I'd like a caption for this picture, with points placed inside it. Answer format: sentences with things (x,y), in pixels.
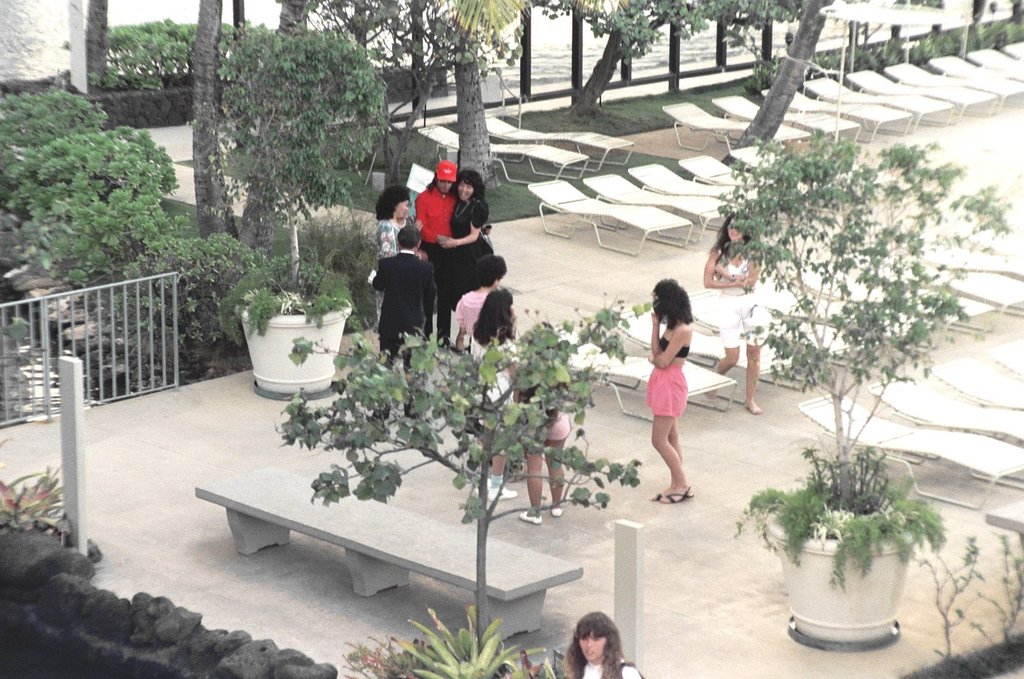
In this picture we can see people (464,289), bench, houseplants (760,506), chairs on the ground (738,555) and in the background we can see trees (529,411).
